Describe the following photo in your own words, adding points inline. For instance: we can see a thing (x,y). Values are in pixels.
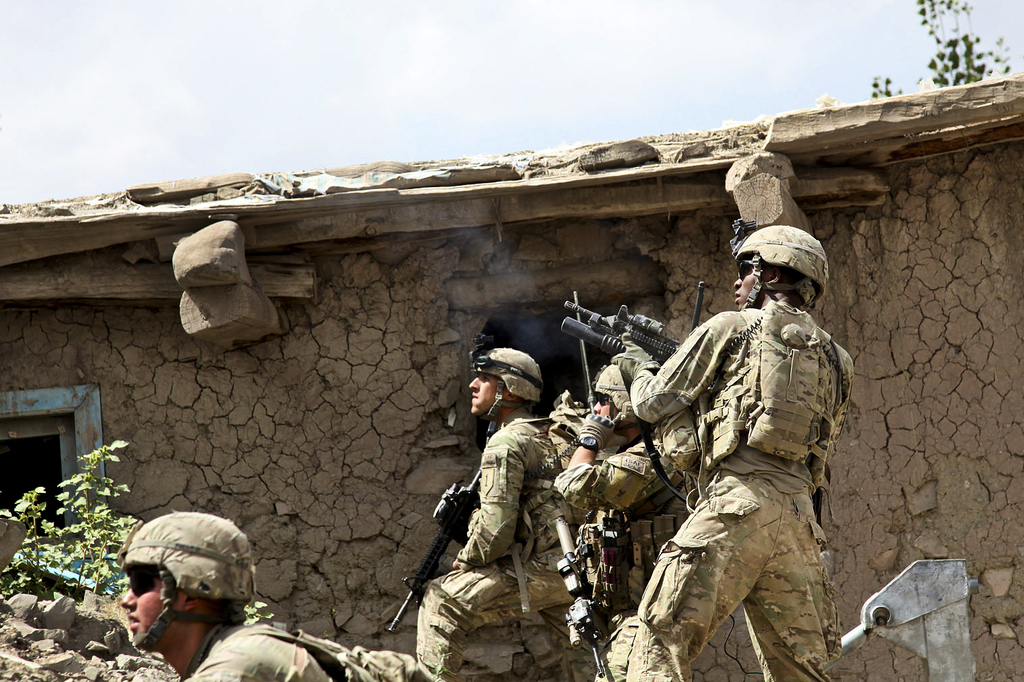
In the center of the image (615,420) we can see a few people (807,432) are standing and they are in the same uniforms (700,507). And we can see they are holding some objects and they are wearing helmets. At the bottom left side of the image (244,636), we can see a person (223,641) wearing a helmet (228,578) and some object (381,650). In the background (438,167), we can see the sky (248,102), clouds (216,113), one house (230,401), plants (251,619) and a few other objects (961,620).
